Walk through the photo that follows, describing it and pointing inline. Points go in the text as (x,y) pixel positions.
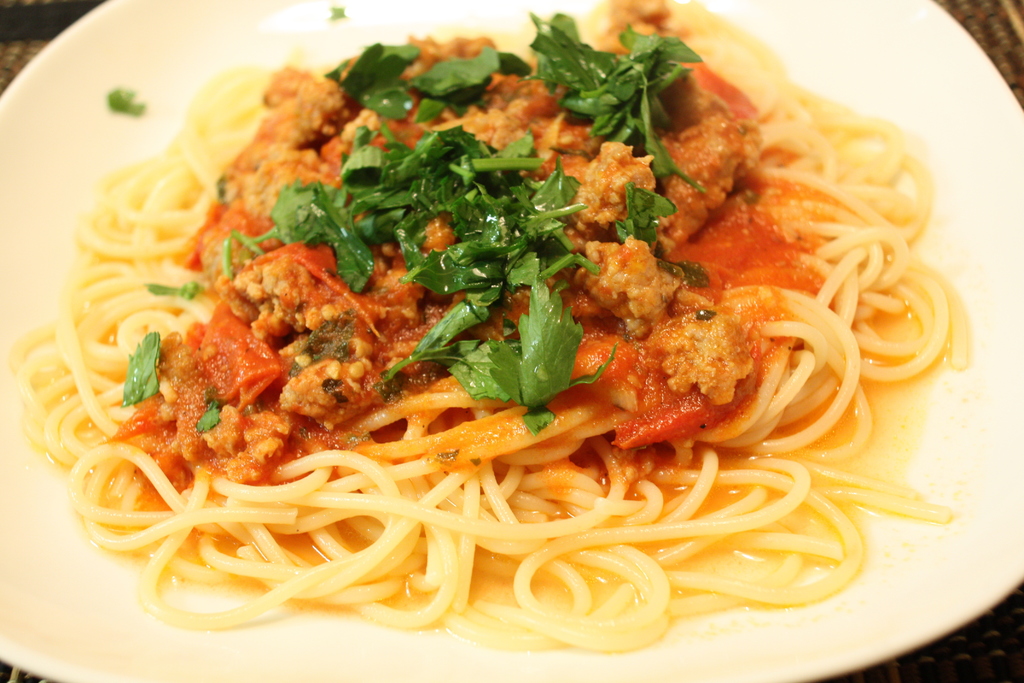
In this image we can see some food (308,480) in a plate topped with some coriander leaves (492,365).
